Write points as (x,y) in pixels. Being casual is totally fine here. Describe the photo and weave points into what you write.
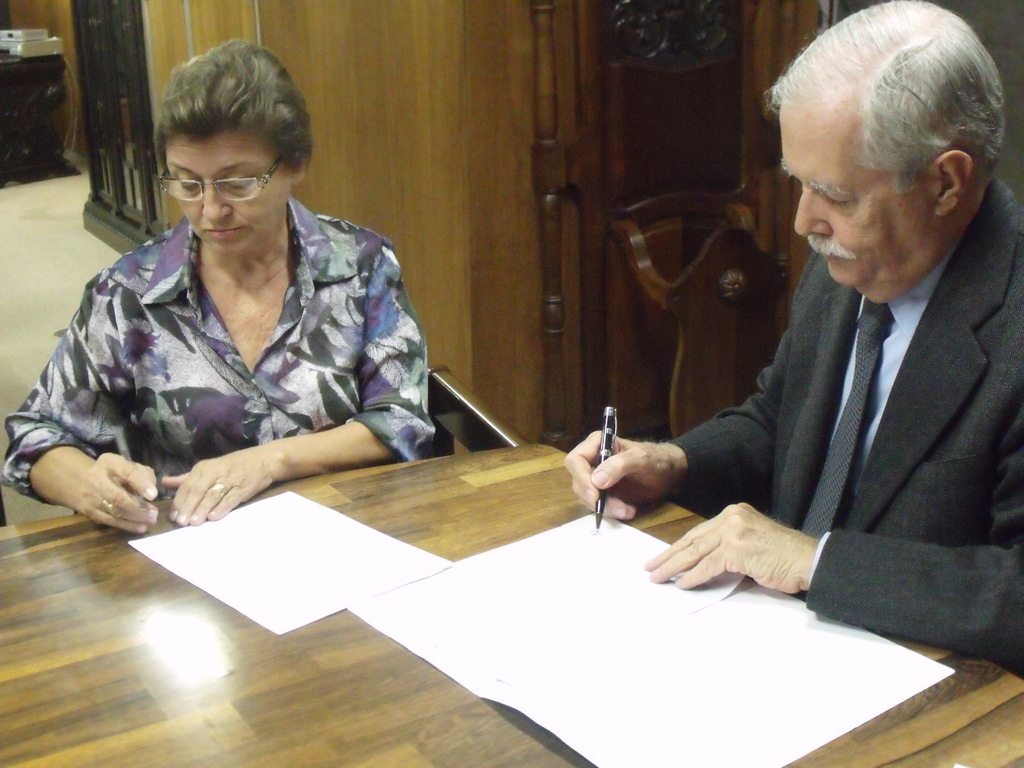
In this image there is a woman (349,374) sitting. She is holding a pen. Before her there is a table (390,509) having papers (518,607). Right side (886,555) there is a person (926,402) wearing a blazer (917,432) and tie (835,465). He is holding a pen (608,440) and writing on the paper (612,565). Left top there is a table (57,75) having few objects (19,42). Background (551,84) there is a wall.
